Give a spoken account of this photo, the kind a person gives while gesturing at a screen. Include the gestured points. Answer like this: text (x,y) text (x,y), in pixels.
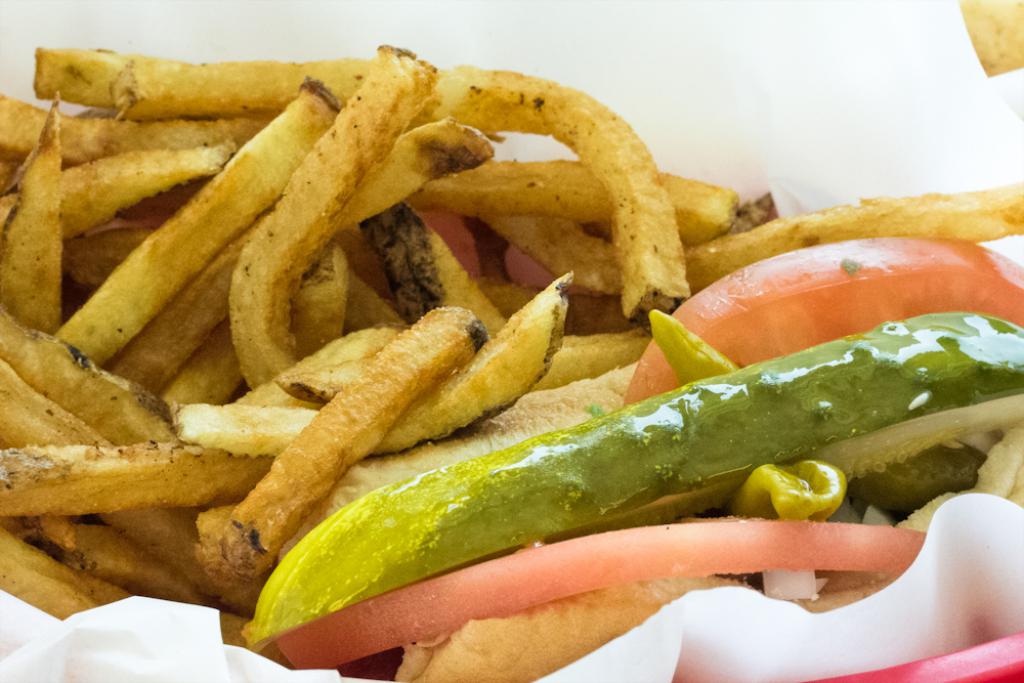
In the foreground of this image (496,308), there are french fries (317,436), chilli (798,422), tomato pieces (793,550), tissue paper (787,634) and a red object (986,660).
